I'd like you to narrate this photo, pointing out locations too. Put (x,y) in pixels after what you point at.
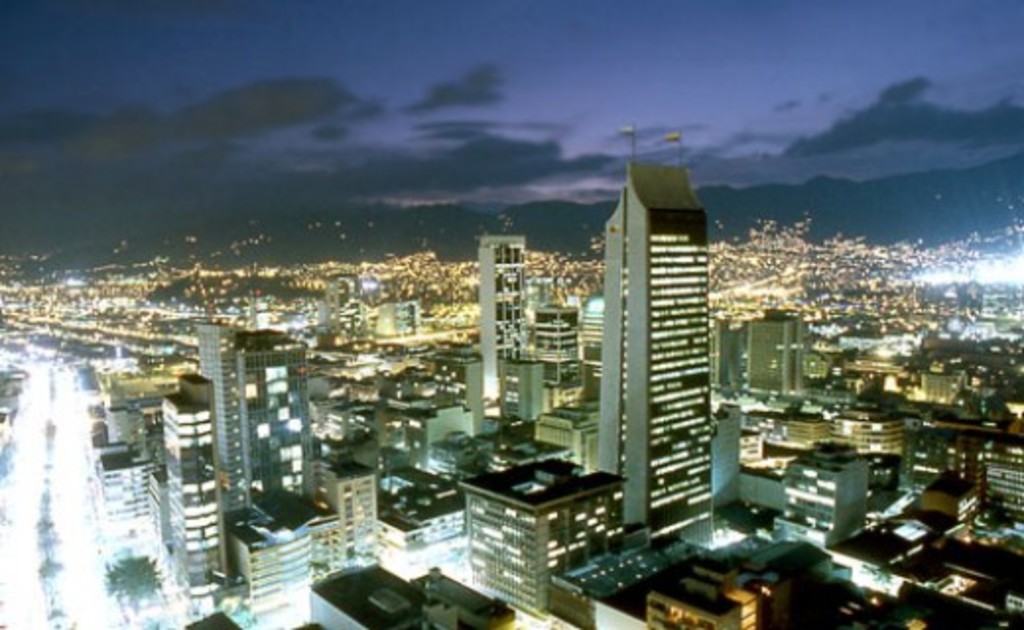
In this image there are few buildings (559,436). Left side (83,483) there is road (70,475) having lights (65,532). Top of the image (477,98) there is sky (566,118) with some clouds (900,153).
